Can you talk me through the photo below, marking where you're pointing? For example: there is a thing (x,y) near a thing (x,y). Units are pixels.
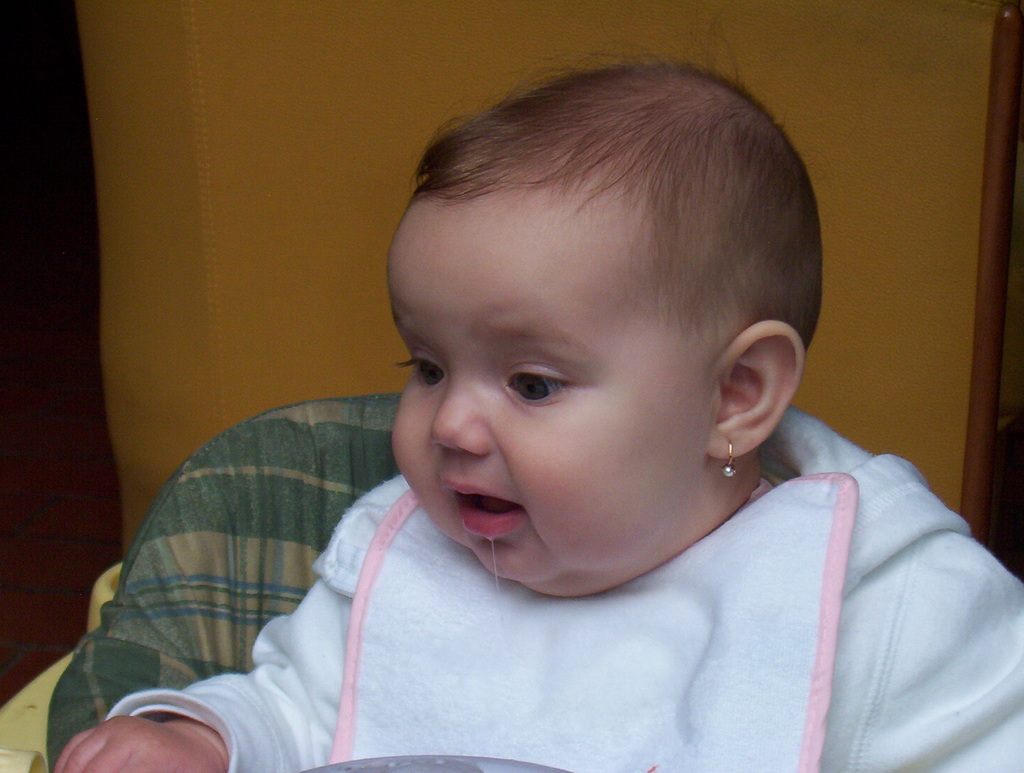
In this image we can see a child (563,709) wearing white color dress (335,634) is sitting on the baby chair (55,676).
